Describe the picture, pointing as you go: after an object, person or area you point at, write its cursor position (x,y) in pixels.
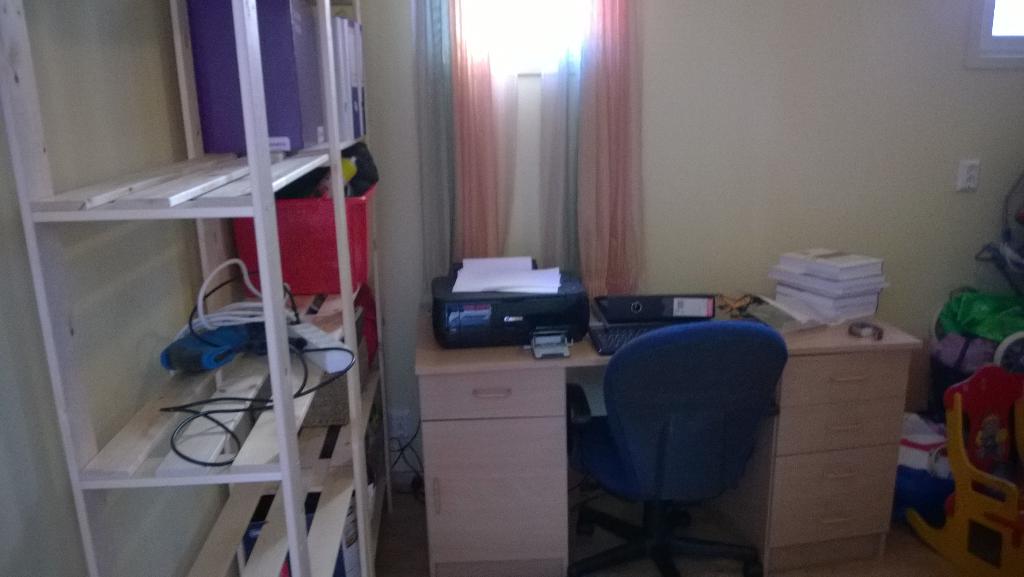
It is a room (628,183) inside the house (753,281), there is a computer table (777,458) on which a keyboard (642,329), some files (658,298), books (786,295) and a printer (472,323) are kept, there is also a blue color chair (680,403) in front of the table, to the left side (295,512) there is a cupboard like thing (207,271) on which some adapters (343,362), wires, a red color tub (313,259) and also some files (295,28) are kept, in the center (491,230) there is a curtain (464,33) and in the background (731,165) there is a cream color wall (745,177).
